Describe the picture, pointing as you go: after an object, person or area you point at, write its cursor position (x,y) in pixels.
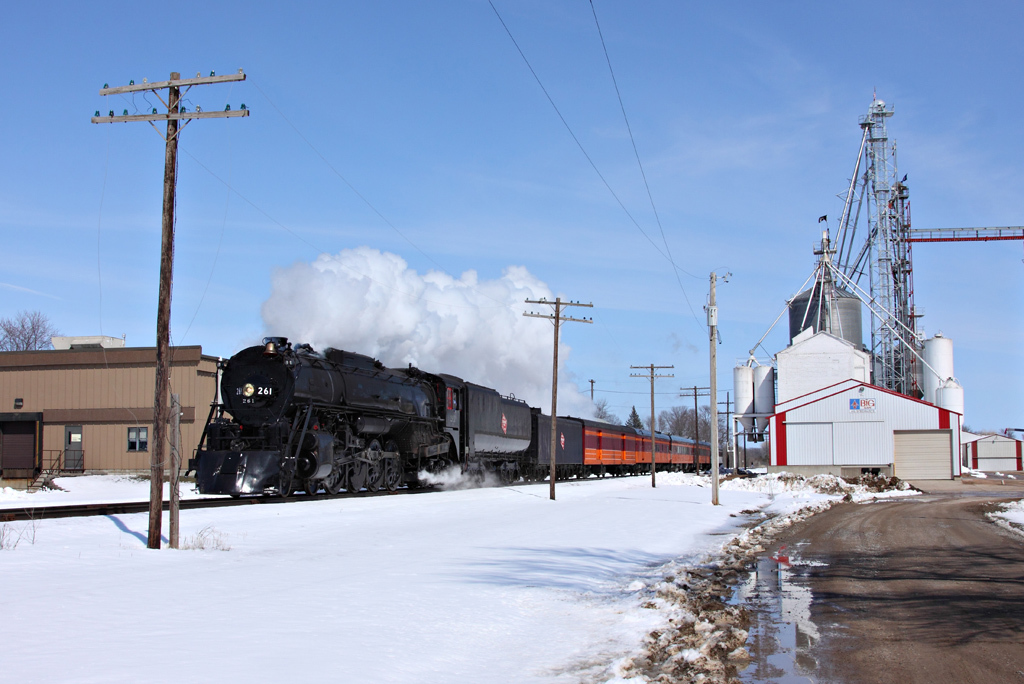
In the picture we can see a railway station (194,378) with snow surface (292,648) and poles (716,374) on it with wires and beside it, we can see the train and in the background (976,342) we can see the sky (771,229) with clouds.
